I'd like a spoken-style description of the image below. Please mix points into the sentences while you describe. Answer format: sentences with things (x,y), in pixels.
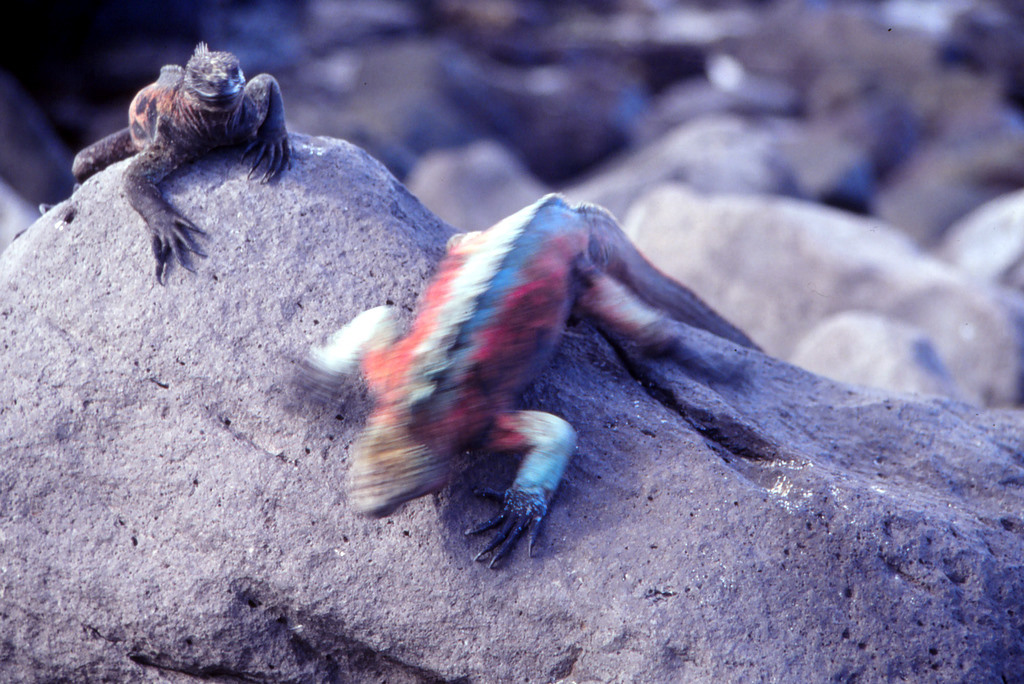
In this image we can see some reptiles (430,453) on a rock (577,587). On the backside (753,167) we can see some stones (638,140).
